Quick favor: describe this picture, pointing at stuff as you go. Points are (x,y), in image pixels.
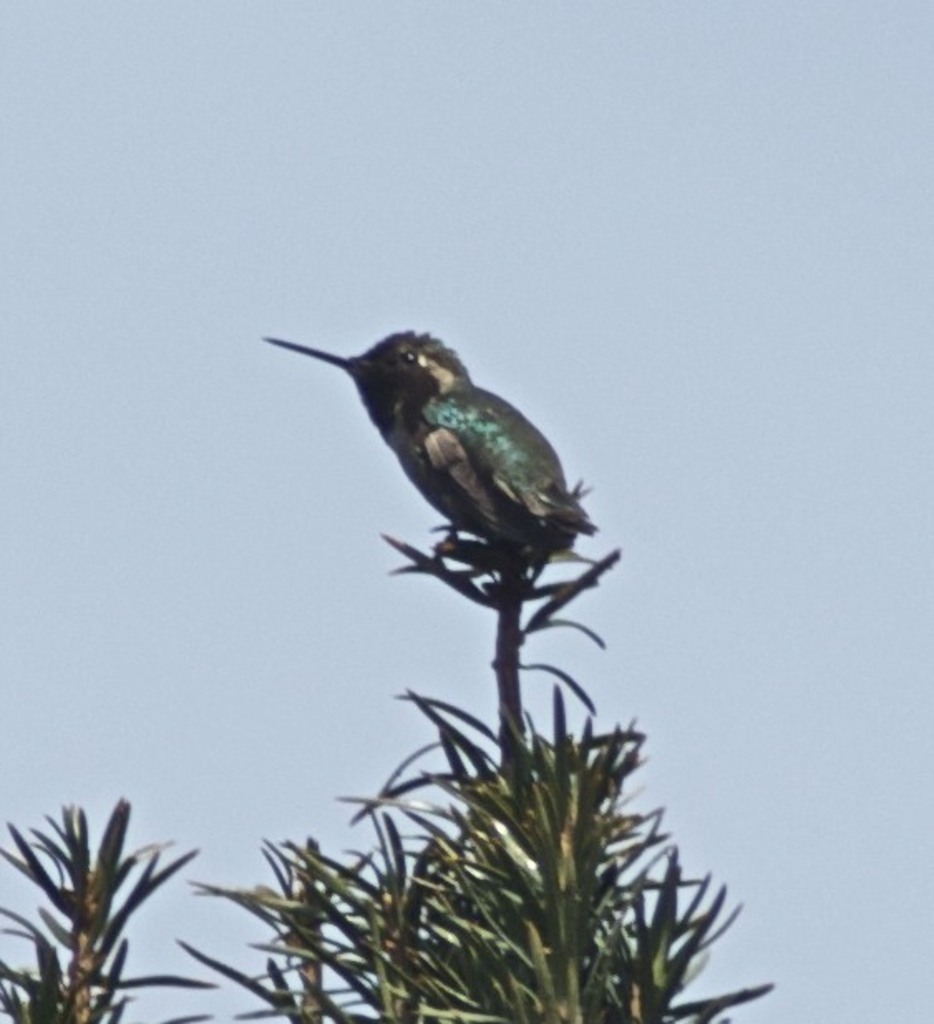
In this image I can see a bird (527,536) is sitting on a plant (483,851) and I can see the sky (710,277). This image is taken, may be during a day.
